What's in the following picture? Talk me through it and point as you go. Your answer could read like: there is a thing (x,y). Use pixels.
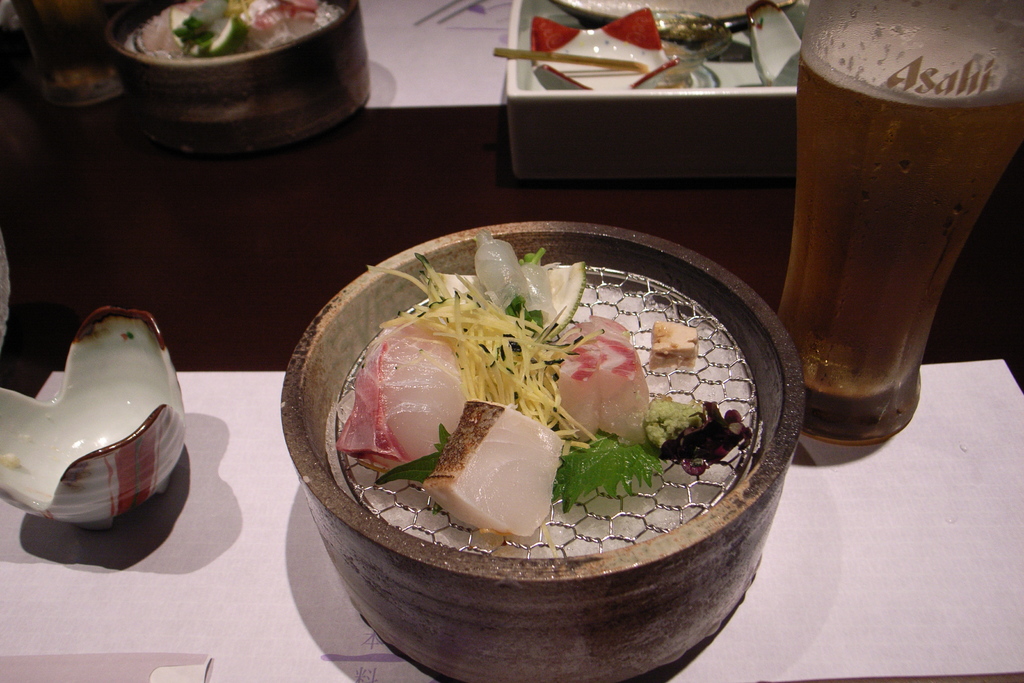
This image consists of a bowl (603,603). In which we can see the meat (464,422). On the right (790,310), there is a glass (910,306) of beer (851,279). In the background (743,148), there are bowls (189,87) and trays (743,148). It looks like a restaurant (486,179).
